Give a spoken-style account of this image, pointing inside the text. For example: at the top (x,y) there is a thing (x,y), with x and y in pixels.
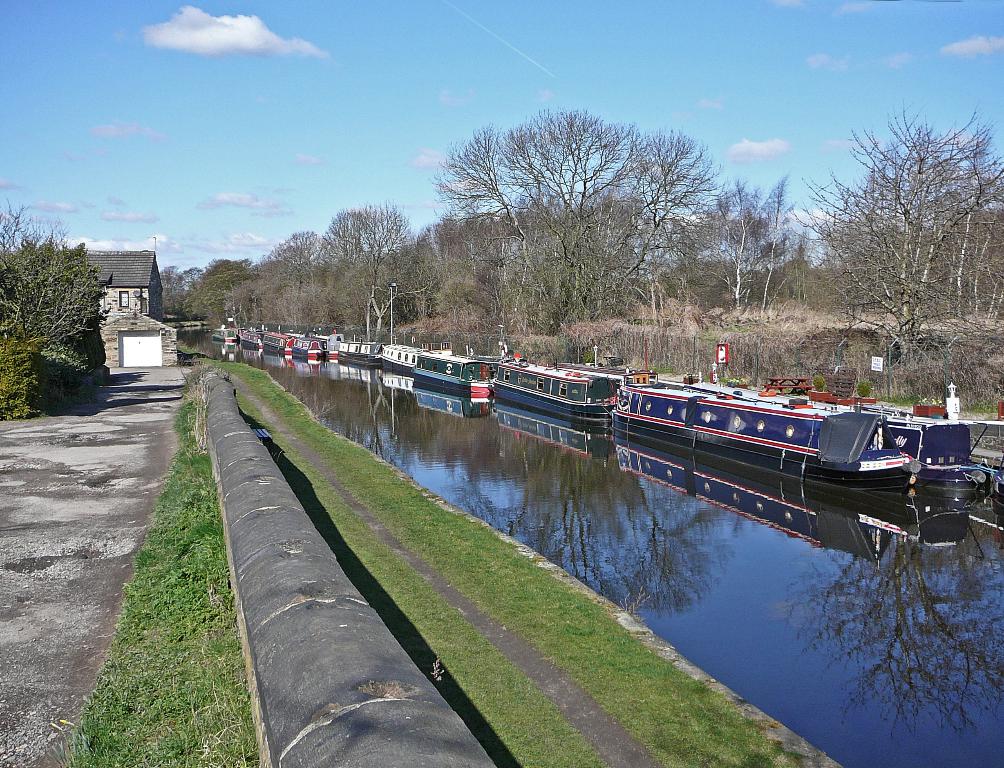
In this image we can see few boats (509,369) on the water (543,493), there are few trees (712,296), grass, building (135,317) and the sky (374,137) with clouds (247,26) in the background (230,37).
